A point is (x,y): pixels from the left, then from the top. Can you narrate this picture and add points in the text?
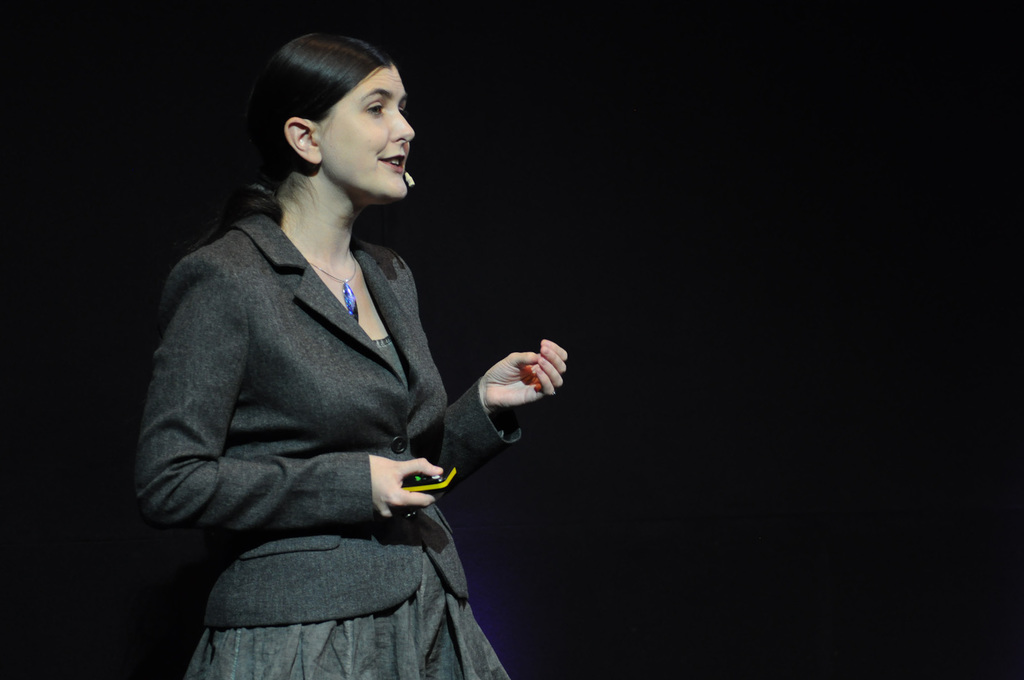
In this picture I can see a woman (180,476) in front (338,265), who is standing wearing black color dress (283,401). I can also see that she is holding a thing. I see that it is dark in the background (739,335).
